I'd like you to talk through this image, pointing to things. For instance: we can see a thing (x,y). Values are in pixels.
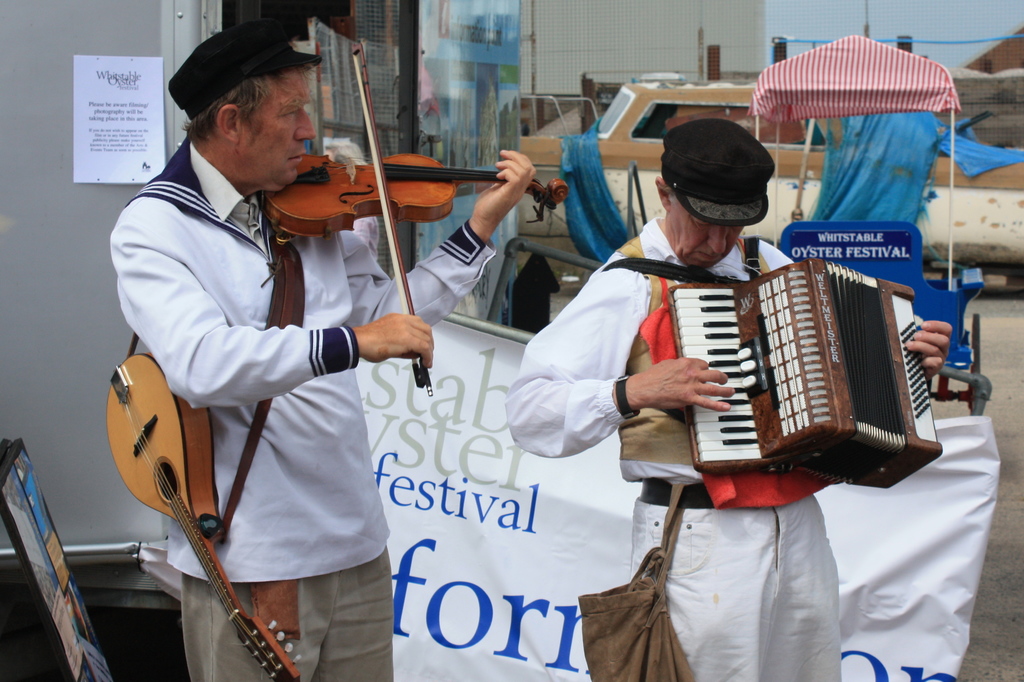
In this image there are two persons (257,350) who are playing musical instruments (171,419) at the background of the image (465,133) there is a building (745,35).
